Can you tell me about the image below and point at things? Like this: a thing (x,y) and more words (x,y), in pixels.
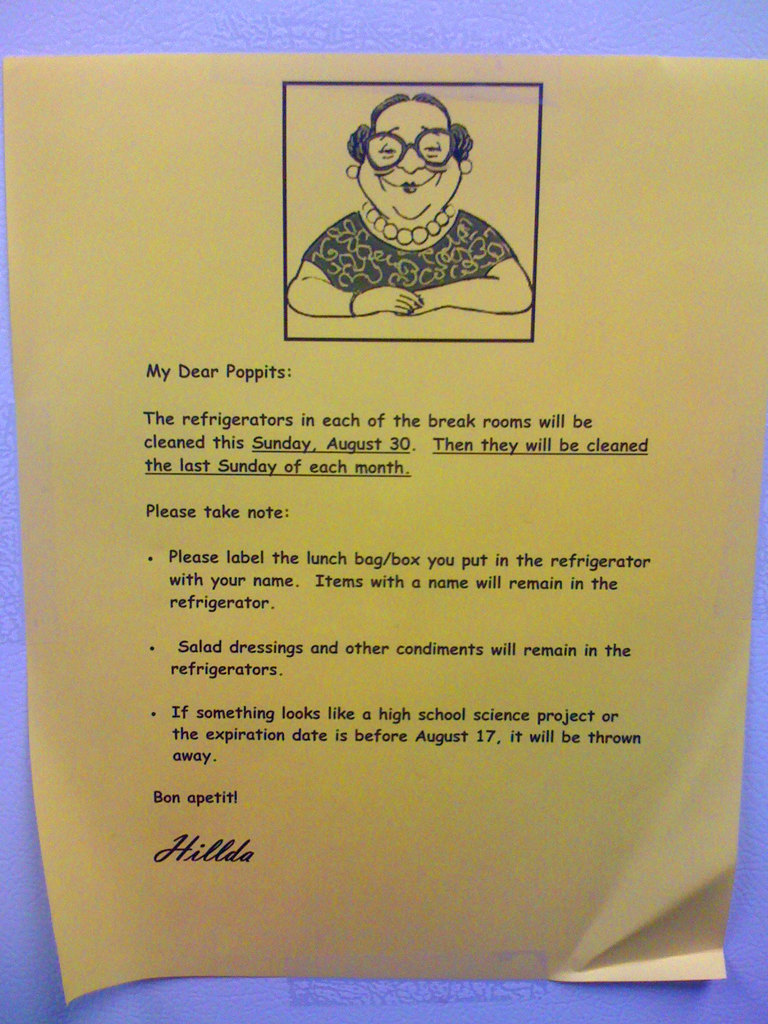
In this image, we can see a paper (659,479) contains a person (390,170) and some text (381,442).
